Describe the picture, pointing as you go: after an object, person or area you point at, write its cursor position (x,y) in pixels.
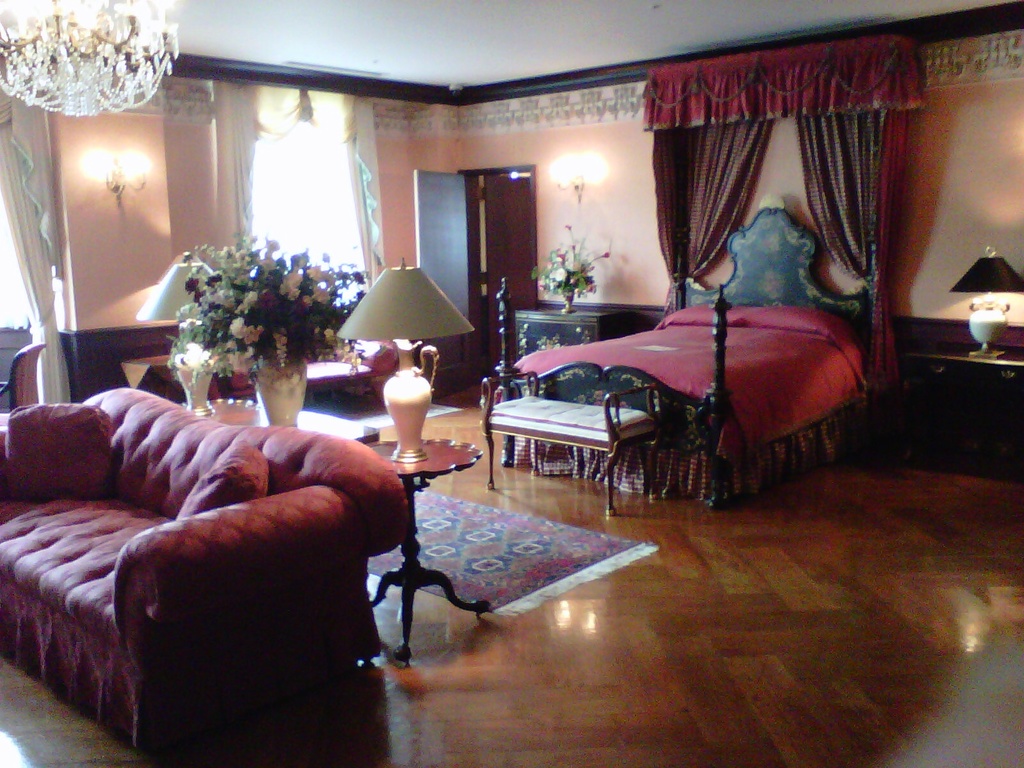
In the image we can see there is a sofa (215,521) and a bed (701,306) at the back (783,339) and a table lamp (404,300) in between and a door mat (506,541) on the floor (529,493).
